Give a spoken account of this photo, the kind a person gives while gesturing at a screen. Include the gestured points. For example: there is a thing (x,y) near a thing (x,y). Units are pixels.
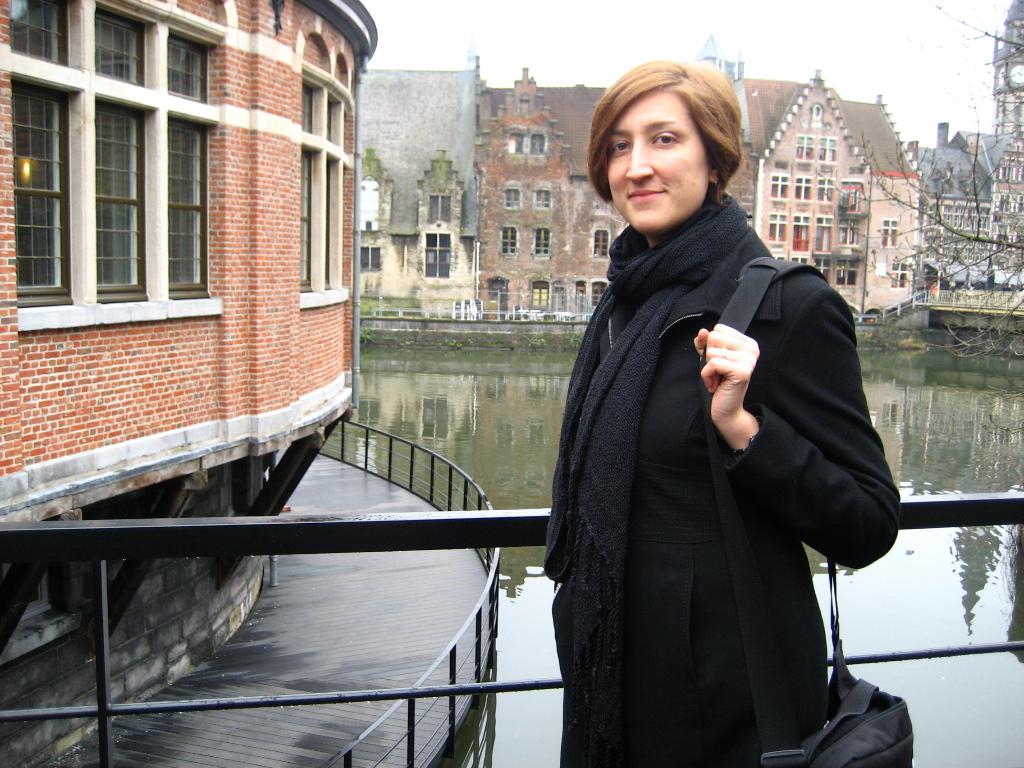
On the right (702,131) a woman (816,401) is standing and carrying a bag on her shoulder (787,300) and holding it with her hand (722,395) at the fence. In the background (875,149) we can see water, buildings (418,181), windows (183,175), trees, poles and sky (676,59).
